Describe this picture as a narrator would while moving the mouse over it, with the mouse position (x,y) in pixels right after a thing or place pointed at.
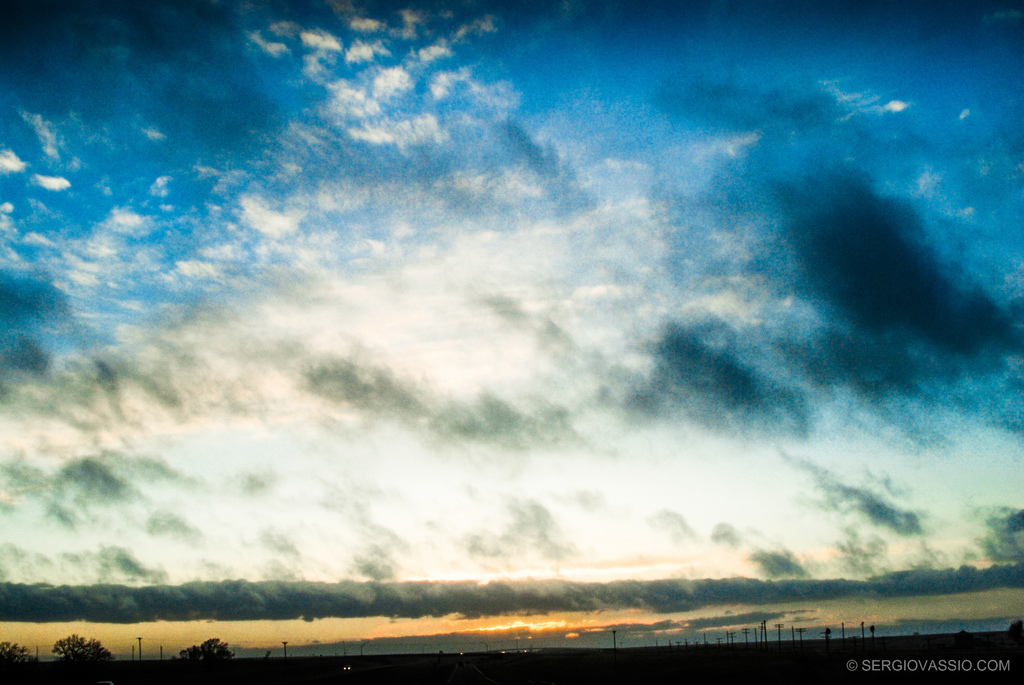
This image is taken outdoors. At the top of the image (263,93) there is the sky (382,573) with clouds (264,370). At the bottom of the image (84,661) there are a few trees (212,653) on the ground (270,660) and there are a few poles (873,625).
